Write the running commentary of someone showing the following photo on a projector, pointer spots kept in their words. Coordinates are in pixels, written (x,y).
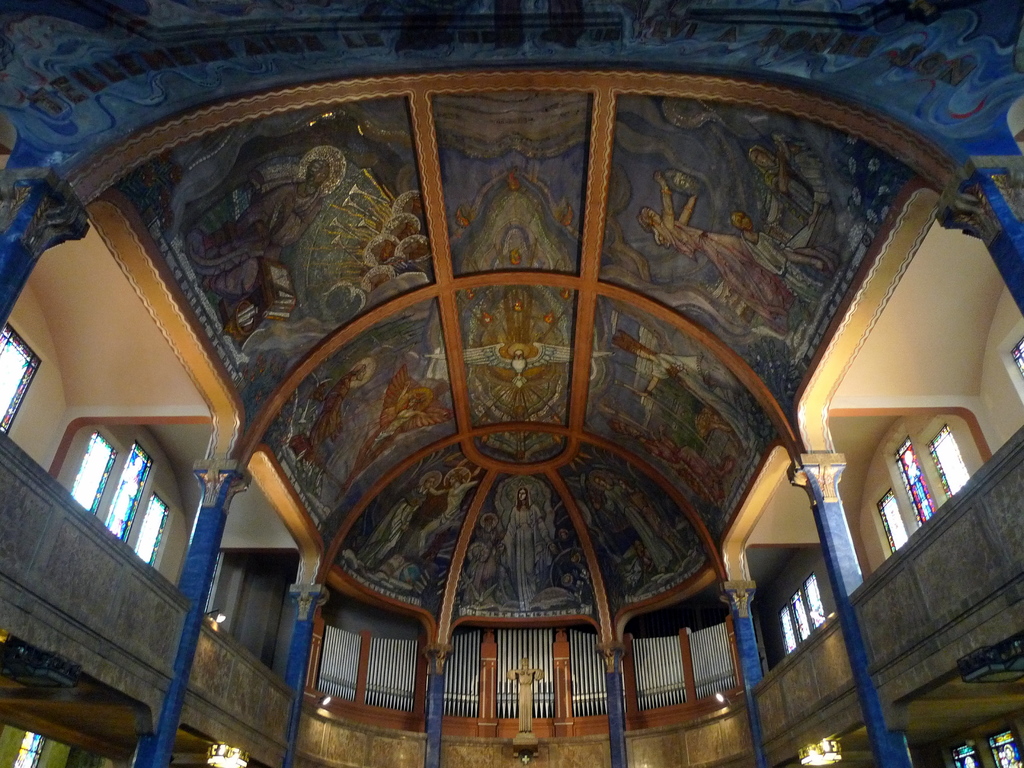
This picture is an inside view of a building (316,375). In this picture we can see the wall (275,584), windows (799,640), pillars (440,689), statue (522,726), chandeliers (228,753), lights (828,743), boards (720,724), roof (259,258).
